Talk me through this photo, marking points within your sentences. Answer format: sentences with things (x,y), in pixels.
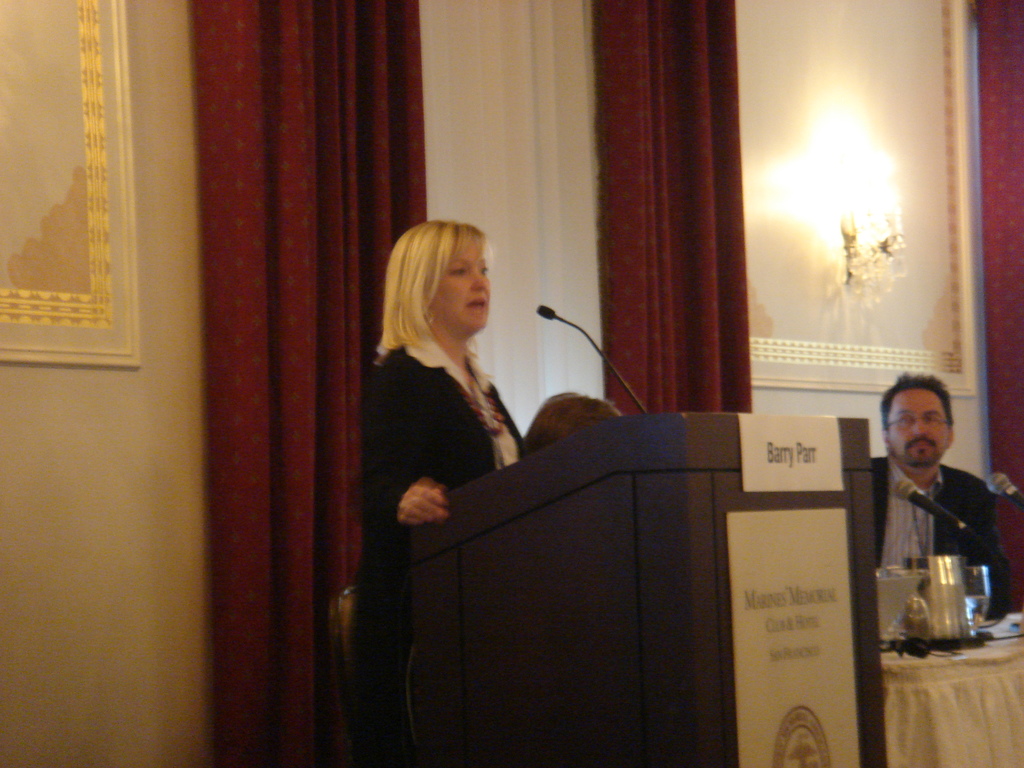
The woman (433,398) in the middle of the picture (451,425) wearing a black blazer (396,440) is standing in front of the podium (623,486) and she is talking on the microphone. Behind her, we see a red curtain (225,432) and a wall (163,390) on which photo frame (40,108) is placed. On the right side (974,486), we see the man (967,509) in black blazer (970,518) is sitting on the chair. In front of him, we see a table (989,672) on which microphone (925,501) and the water bottle (934,574) are placed. Behind him, we see a lamp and a white wall (958,427). This picture might be clicked in the conference hall (103,391).
